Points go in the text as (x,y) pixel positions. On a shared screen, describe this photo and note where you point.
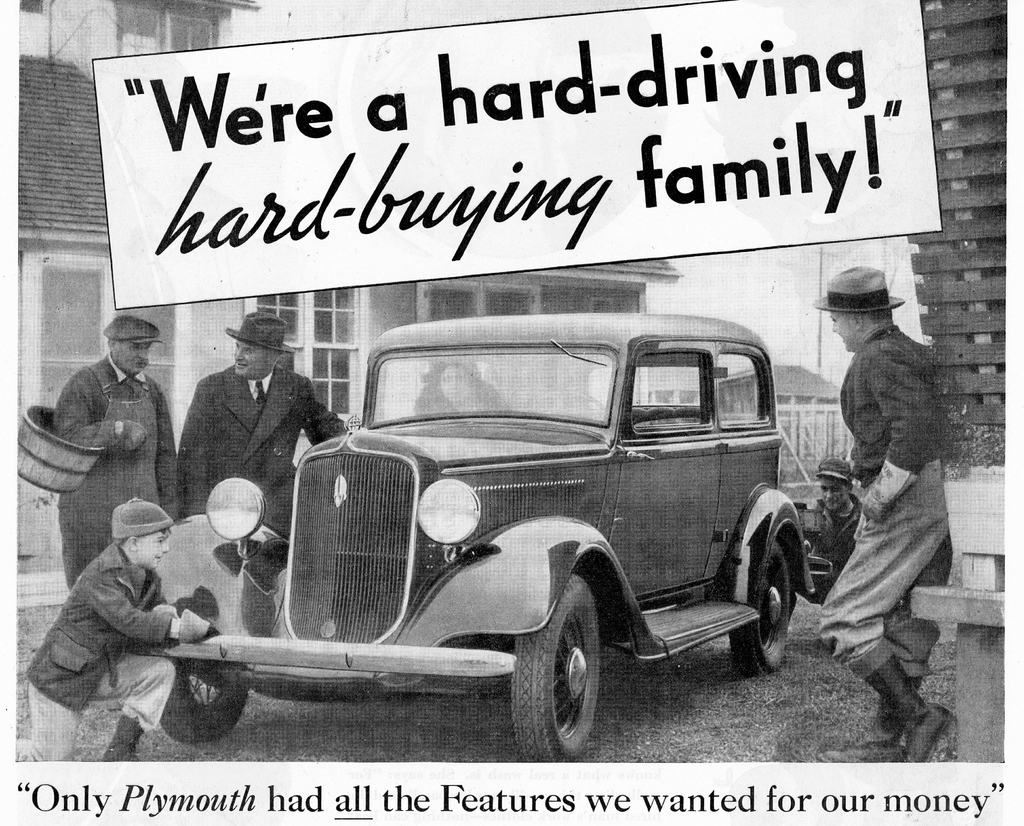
This is a black and white poster. This poster is titled as "We're a hard-driving hard-buying family!". In this poster a car (449,459) is highlighted. Beside this car (543,475) 3 persons (109,404) are standing. This persons (285,464) wore a hat (848,293). There are number of buildings (33,153) with windows (305,303) and doors (48,326). This person (74,542) is holding a basket (73,446).
